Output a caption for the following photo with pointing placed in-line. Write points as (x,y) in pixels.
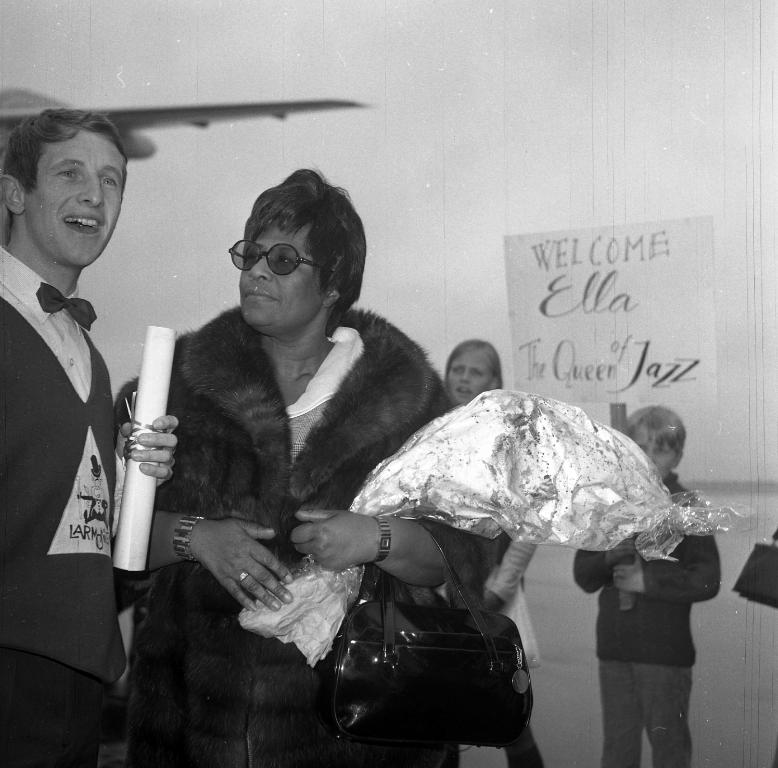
In this picture it is a black and white picture and man (51,465) is standing with smiling and holding paper (138,389) in his hand (154,456) and woman (271,350) beside to him looking at him carrying bag (453,643) and some gift wrap (462,492) in her hand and in background (488,309) we can see sky (655,210), poster (673,334), boy (648,588) and a girl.
